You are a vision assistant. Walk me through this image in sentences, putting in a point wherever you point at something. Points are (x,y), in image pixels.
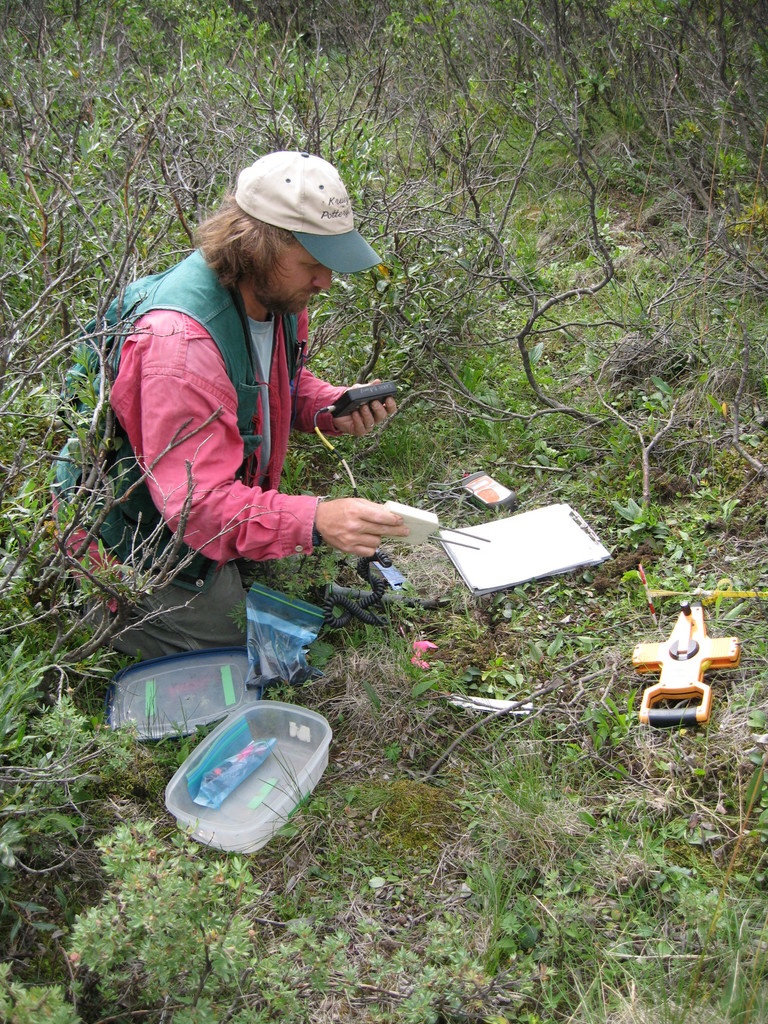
In this image there is a person (267,329) holding two objects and sitting on his knees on the grass (692,816), and there are papers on a wooden plank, box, lid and some objects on the grass (723,971), plants (383,479).
